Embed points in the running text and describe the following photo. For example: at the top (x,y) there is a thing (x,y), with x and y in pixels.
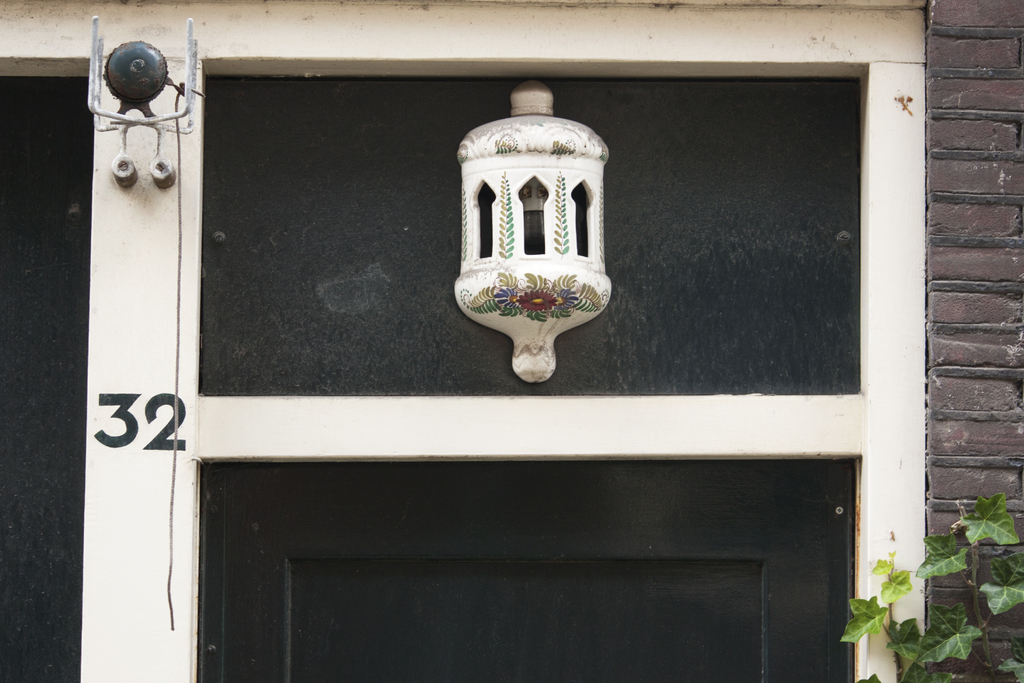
In this image I can see a door (206,476) which is of black in color. I can see that there is a design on top of the door (218,527), I can also see that there is a doorbell (93,64) left to the design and there is also a number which says 32. I can see that there is a plant (887,584) on right (867,615) to the door (784,479).
